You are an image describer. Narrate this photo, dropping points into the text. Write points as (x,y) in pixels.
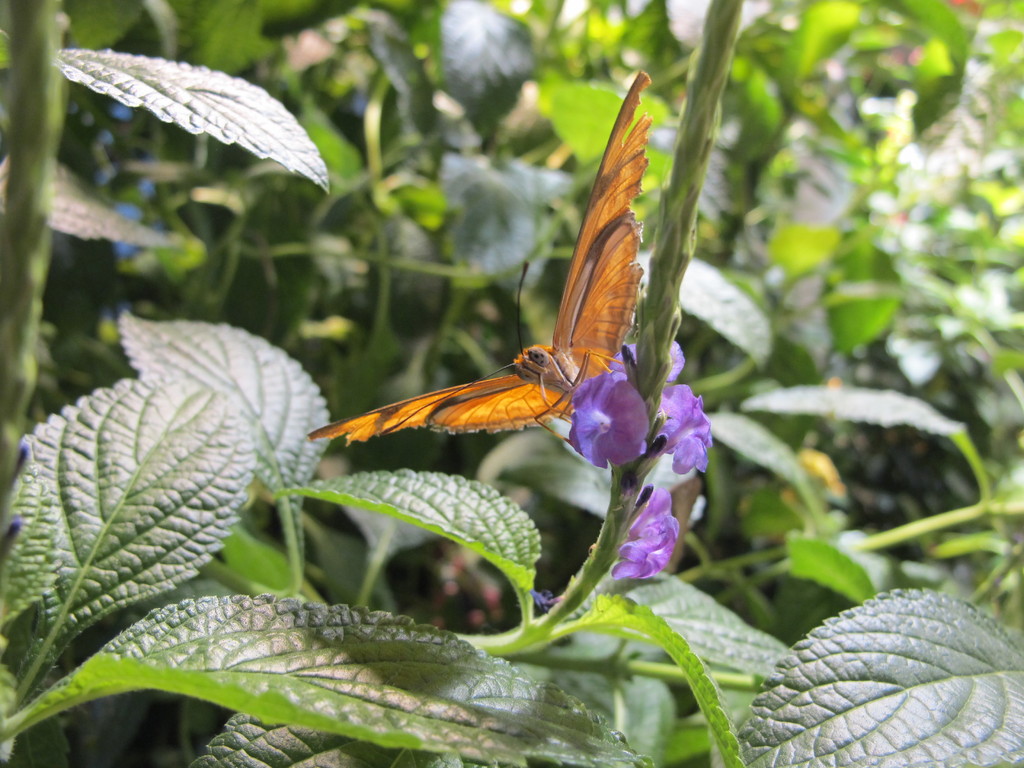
In this image we can see many plants (656,311), there is a butterfly (596,311), there are wings (580,284), there is an antenna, there are purple flowers (616,437).
